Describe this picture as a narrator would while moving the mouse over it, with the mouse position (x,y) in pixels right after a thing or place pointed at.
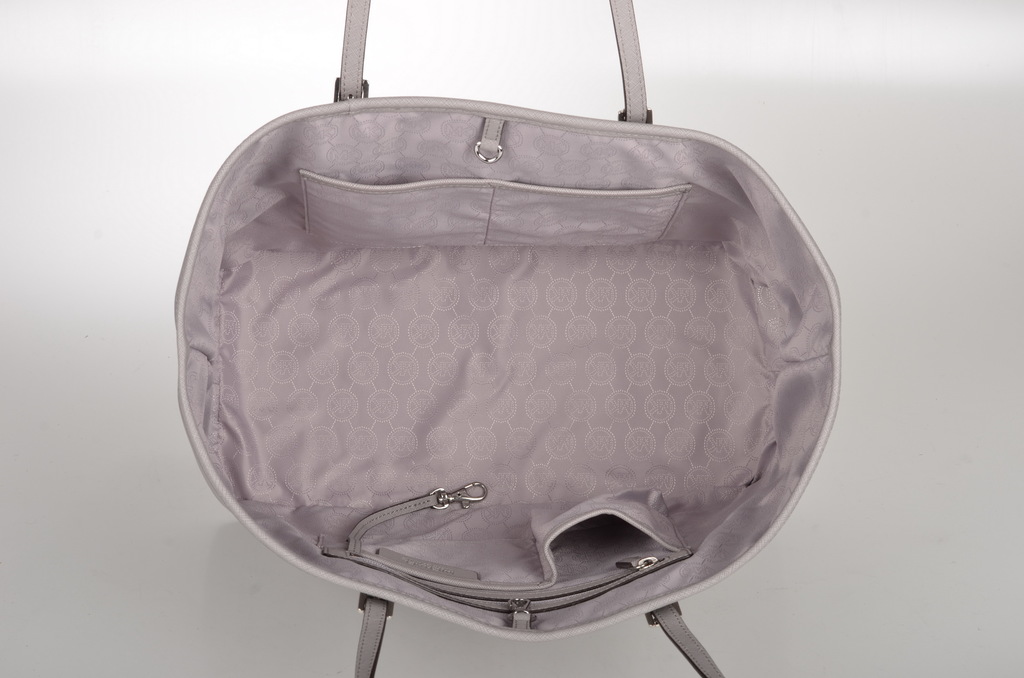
In this picture we can see a bag (384,374).
